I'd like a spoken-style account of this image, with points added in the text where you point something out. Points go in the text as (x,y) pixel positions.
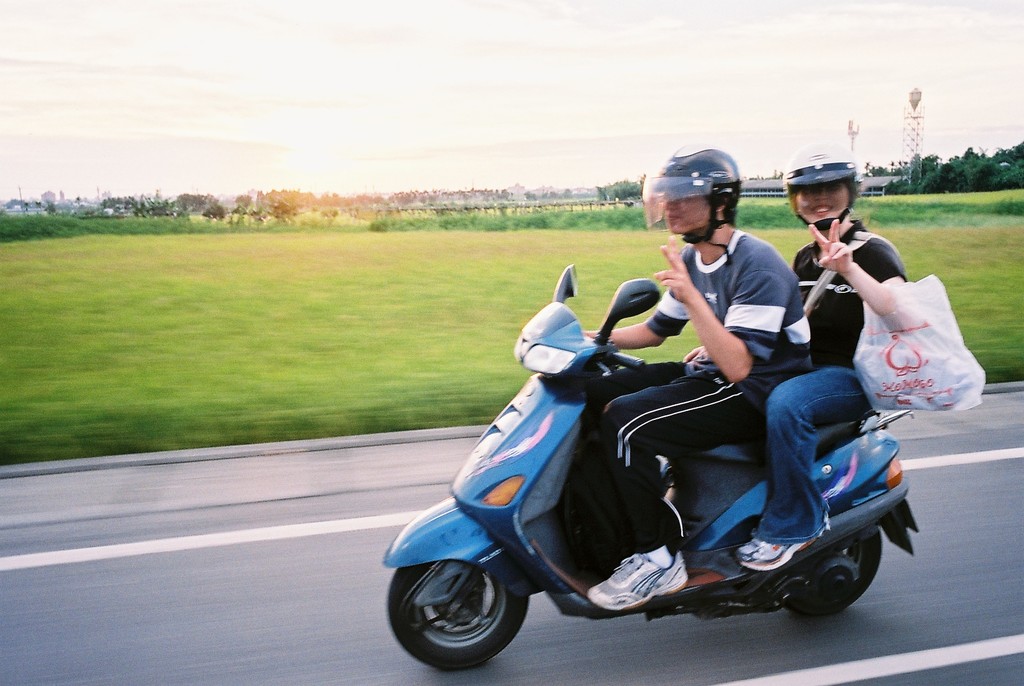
Two persons (684,320) are sitting on scooter (558,574) and riding. Both of them are wearing helmets (730,182). Back person (871,298) is having a cover (885,342). In the background (307,329) there is green grass (355,284) and trees (332,196) and sky (352,186). Also there are some buildings (775,179).
